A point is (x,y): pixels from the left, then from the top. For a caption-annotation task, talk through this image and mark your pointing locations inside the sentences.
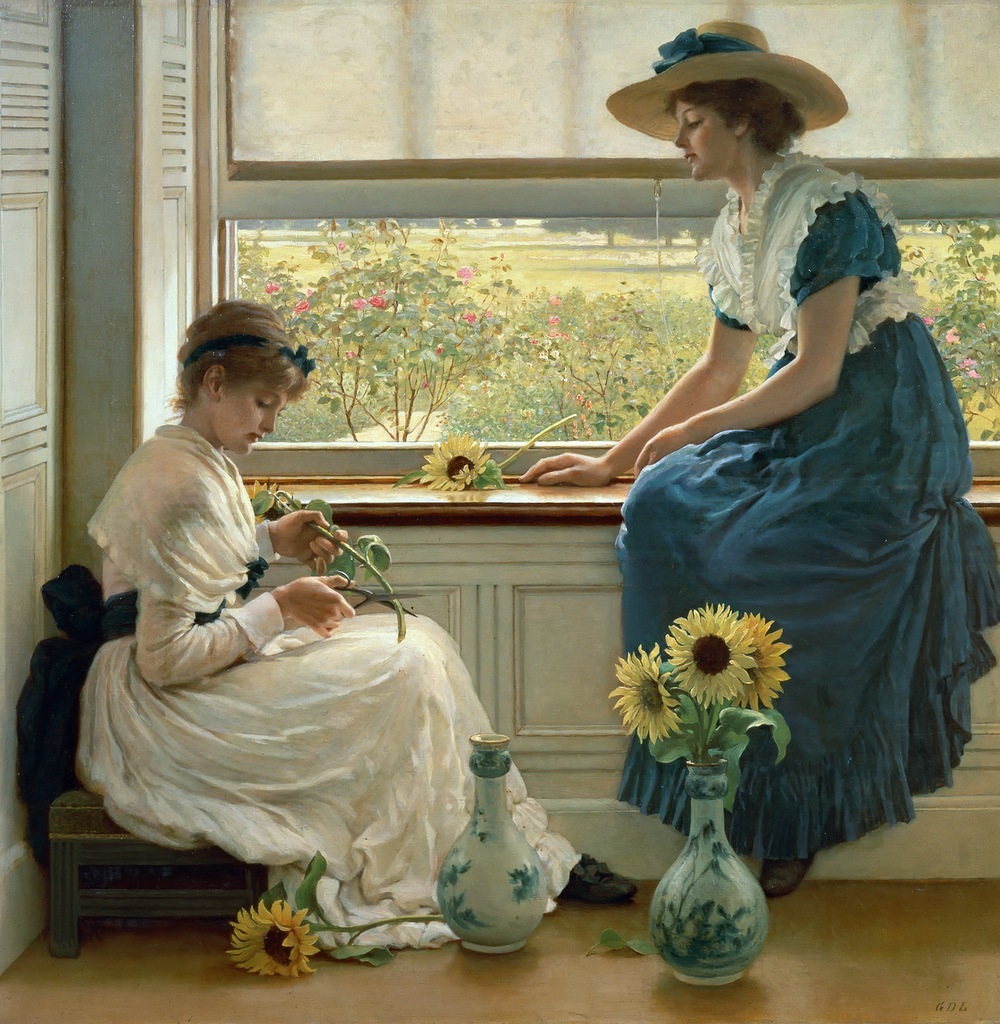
In this image we can see a painting (451,735). There are two ladies (778,521) sitting. Lady (771,548) on the right side (789,226) is wearing a hat (744,65). There are vases (528,864). On the vase (687,898) there are flowers (702,705). One lady (332,641) is holding scissors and a flower (341,541) with a stem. On the floor (295,986) there is a flower (294,919). And there is a window (591,284). Through the window (487,219) we can see plants (545,306) and trees (395,333).
